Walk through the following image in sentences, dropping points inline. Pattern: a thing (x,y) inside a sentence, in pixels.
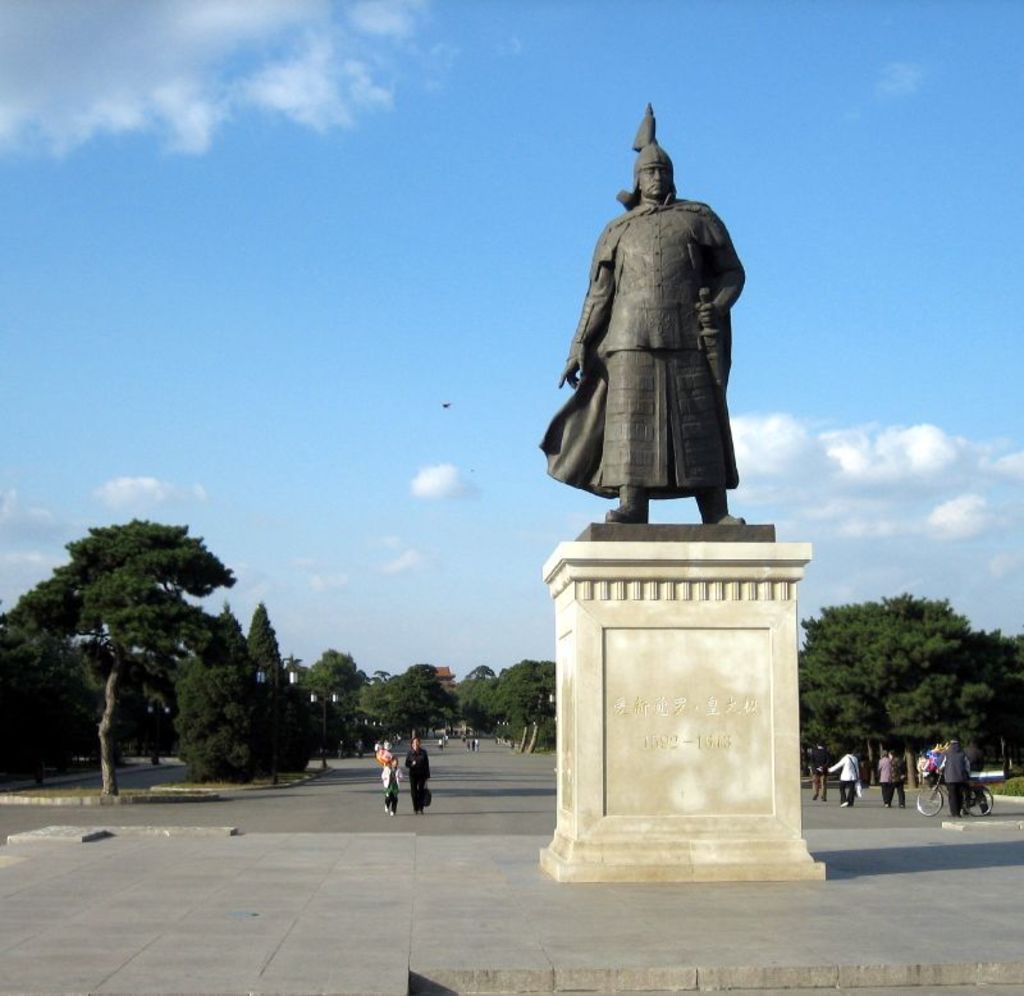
In this image there is a statue (695,374). At the bottom (799,783) we can see a pedestal (627,838). There are people (416,754) walking. On the right (967,801) we can see a person (952,801) standing beside a bicycle (935,805). There are trees (112,607). In the background (233,240) we can see sky (216,243).
